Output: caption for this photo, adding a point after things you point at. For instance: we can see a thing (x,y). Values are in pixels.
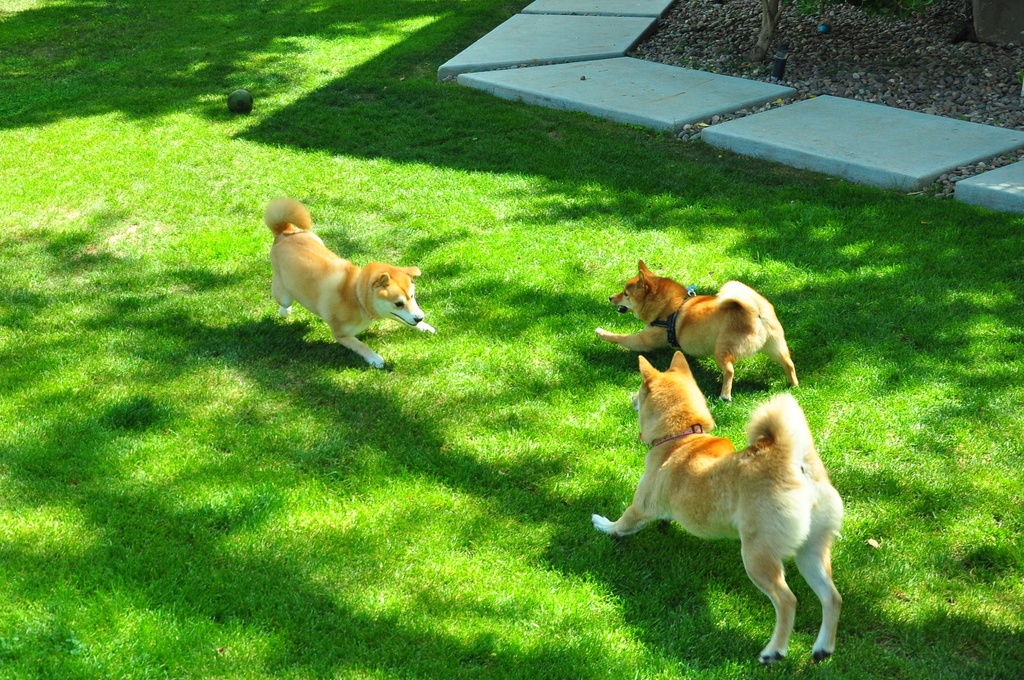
In this image we can see three dogs (672,480) on the grass (526,431). We can also see some marbles (768,150) and stones (895,70) beside them.
